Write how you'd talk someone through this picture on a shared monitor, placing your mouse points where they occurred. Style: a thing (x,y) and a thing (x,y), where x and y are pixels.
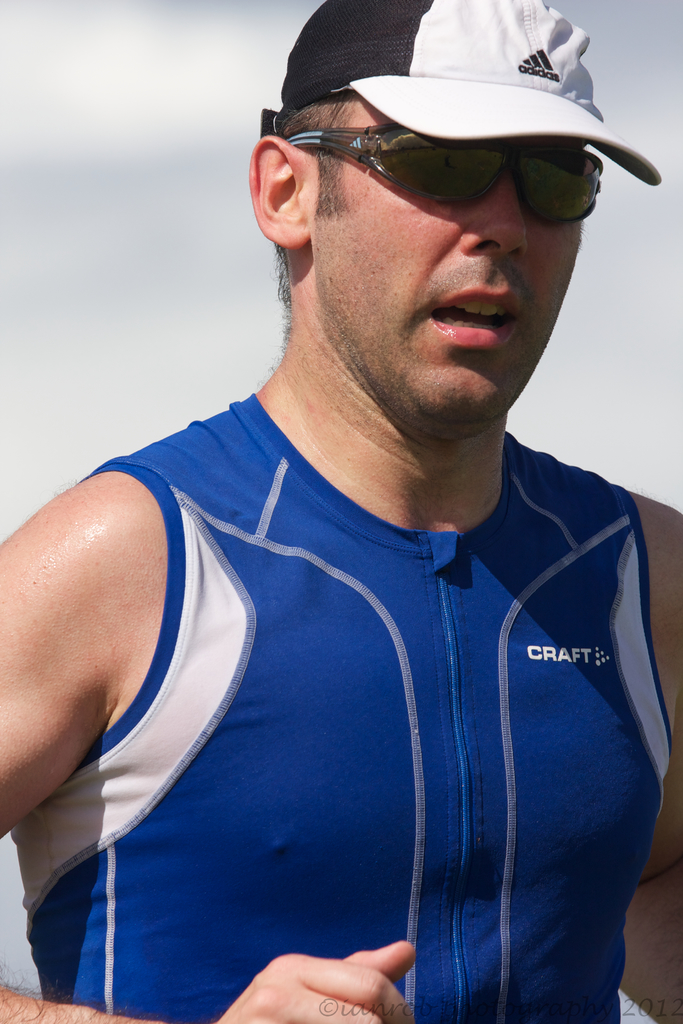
In the foreground of this image (476,261), there is a man (468,591) in blue T shirt (423,711) and a white and black cap (428,89) and wearing spectacles (458,145). In the background (167,281) image is blurred.
